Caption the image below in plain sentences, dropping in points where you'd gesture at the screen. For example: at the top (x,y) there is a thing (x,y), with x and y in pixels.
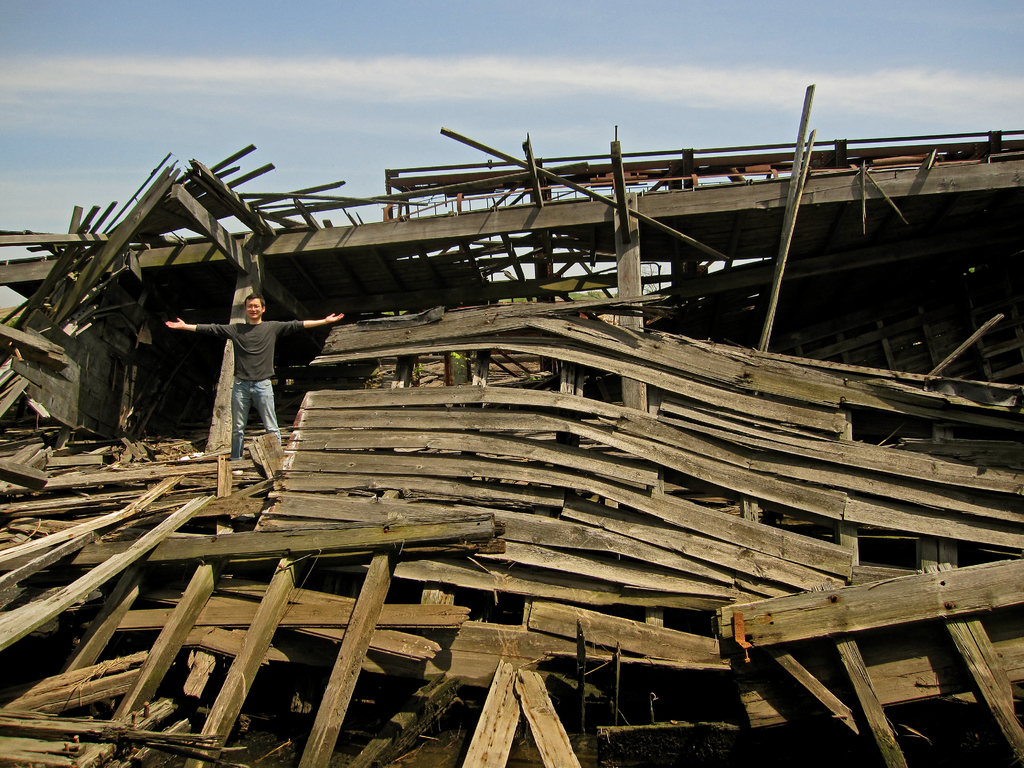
In the picture we can see, full of broken wooden sticks (100,536) and planks (1005,175) and on it we can see a man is standing and he is with black T-shirt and behind it we can see a sky (129,178) with clouds (628,81).
